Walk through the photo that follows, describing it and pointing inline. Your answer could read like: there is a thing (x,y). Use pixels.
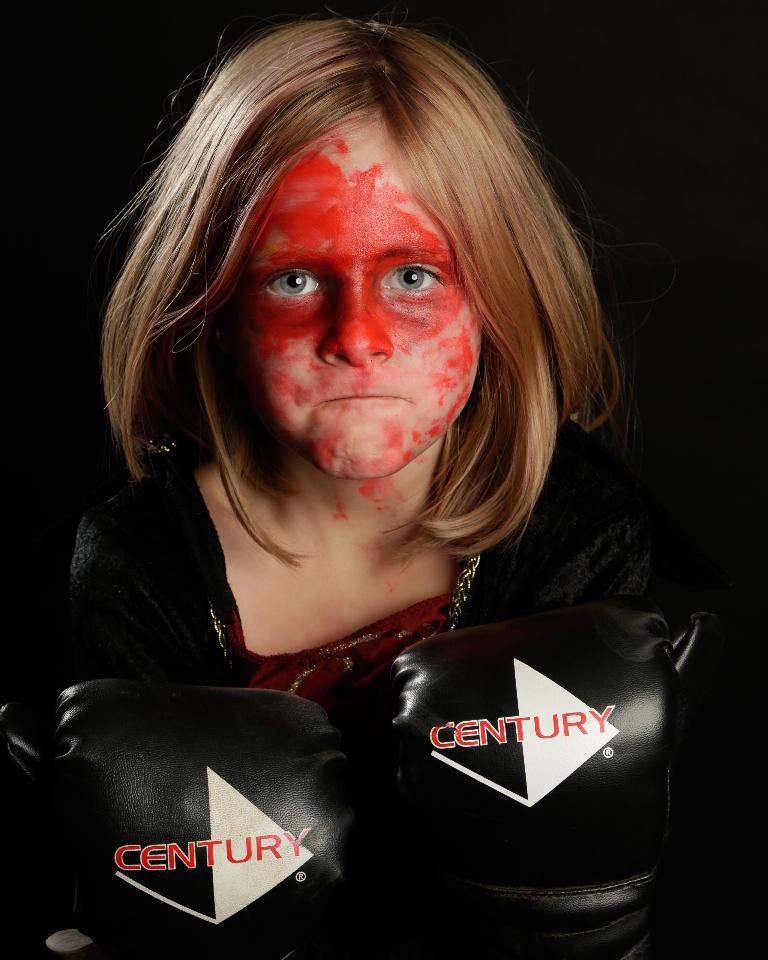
In the center of the image (449,391) there is a girl (343,678) wearing boxing gloves (322,824).
